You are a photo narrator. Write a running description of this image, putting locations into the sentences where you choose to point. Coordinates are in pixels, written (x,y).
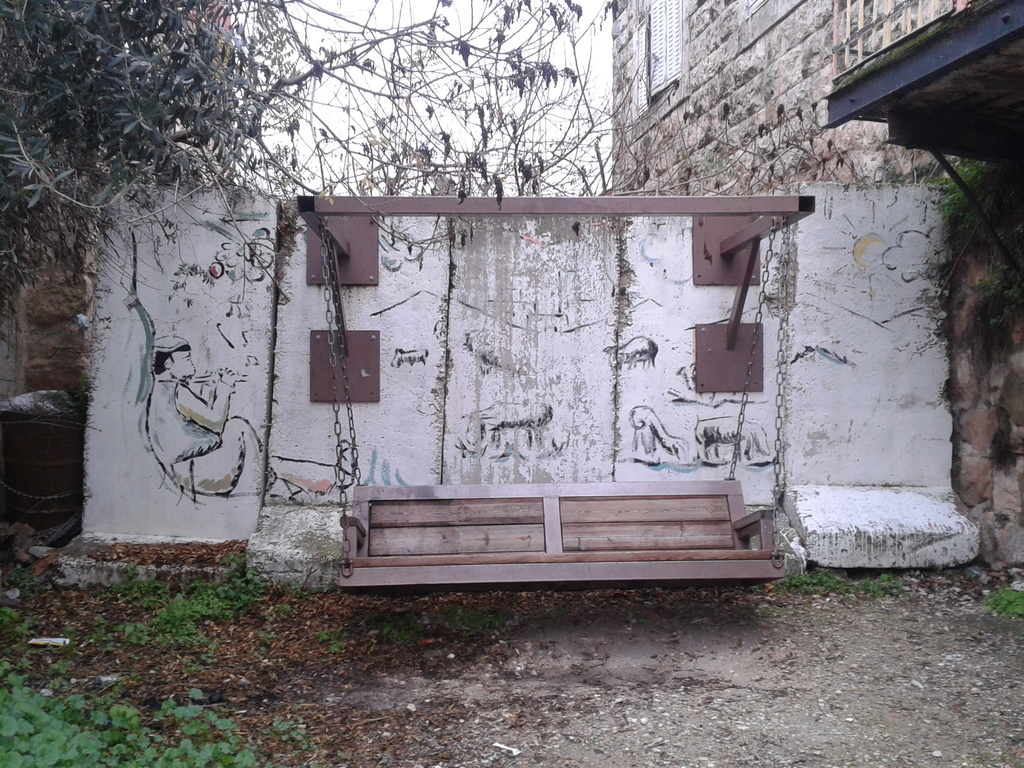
In this picture I can see the hanging bench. I can see the wall (420,408). I can see trees (119,208).
